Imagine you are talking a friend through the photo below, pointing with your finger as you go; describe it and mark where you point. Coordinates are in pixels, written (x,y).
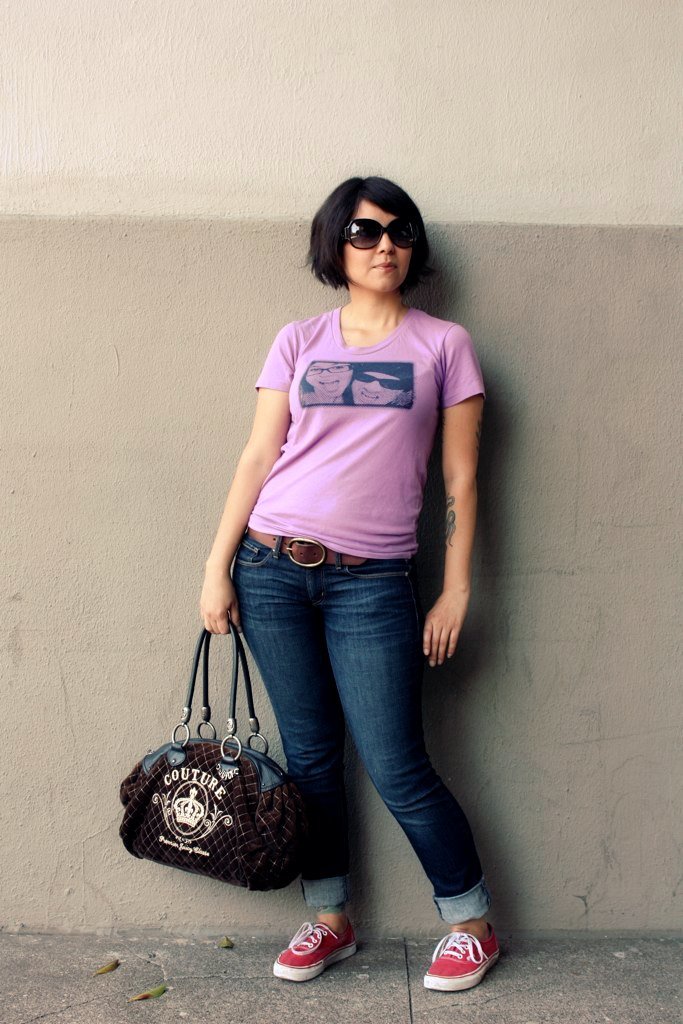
In this image there is a women (422,691) wearing pink t shirt (342,472) and blue jeans (332,685) is holding a bag (230,787) in her right hand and she is standing on the ground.
